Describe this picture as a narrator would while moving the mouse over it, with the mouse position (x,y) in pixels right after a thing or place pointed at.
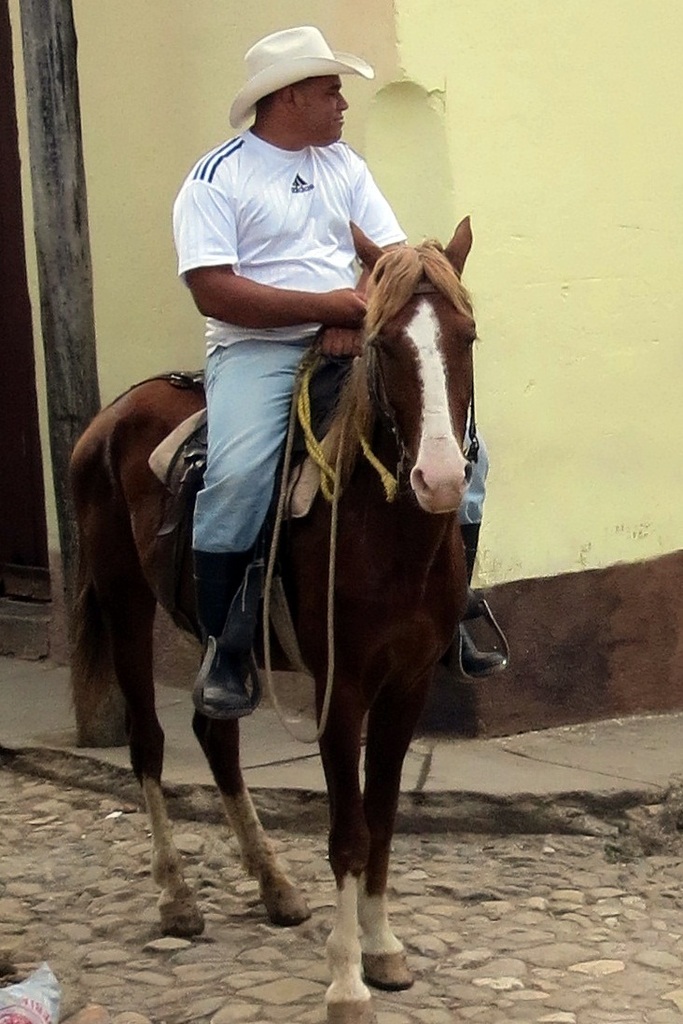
In this picture a man (178,230) is sitting on the horse (458,239), and there is a wall (576,237) behind him, which is of cream color and the floor (554,923) is made of cobble stones (561,916).
